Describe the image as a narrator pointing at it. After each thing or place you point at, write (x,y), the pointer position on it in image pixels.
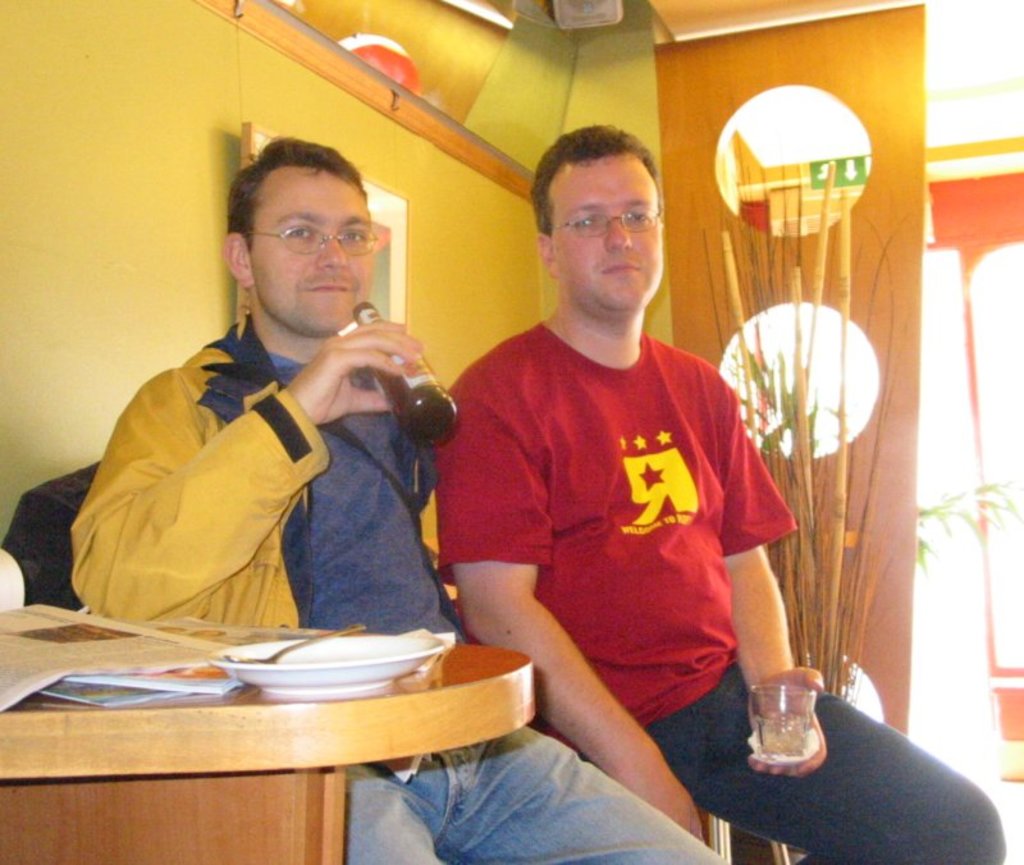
In this picture we can see two persons (441,486), among them one person (403,440) is holding bottle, another person (737,682) is holding glass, side we can see table (127,710) on which there are some papers (241,631), objects (284,655), behind we can see pot (739,384) and wall (539,306).
